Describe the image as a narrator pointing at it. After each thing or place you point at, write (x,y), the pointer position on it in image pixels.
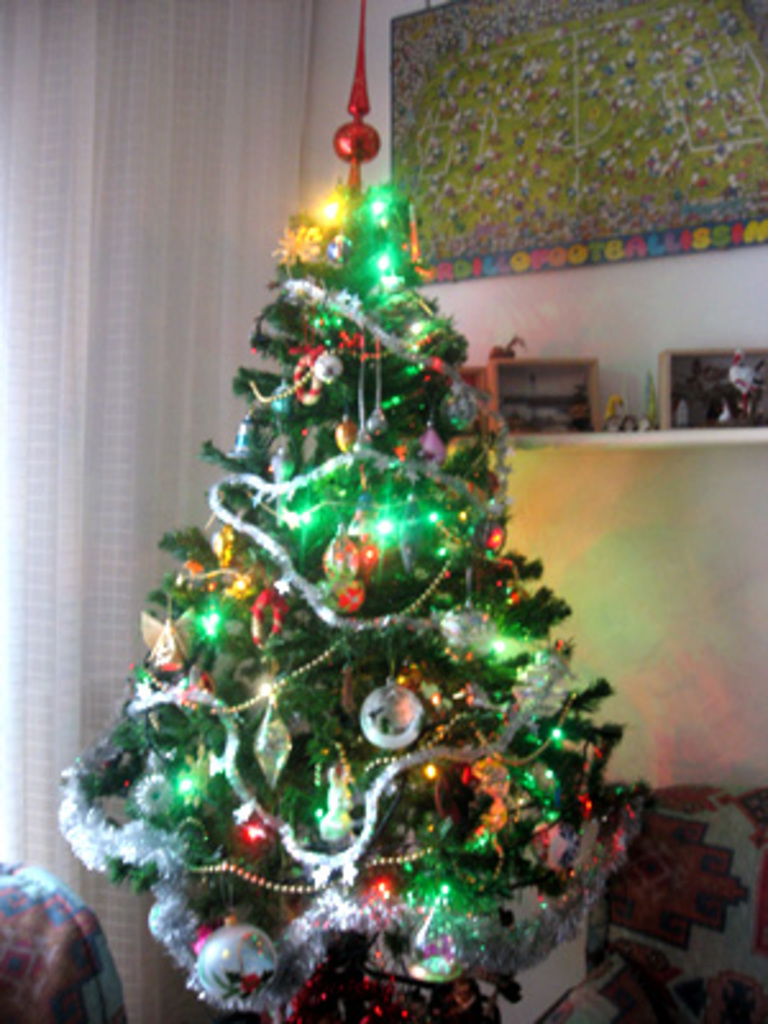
In this image there is a Christmas tree (269,861). There are many decorative things (286,840) on the Christmas tree (374,668). To the left (111,653) there is a curtain (111,653) to the wall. Behind the tree (304,621) there is a rack (623,439) to the wall (596,448). There are few objects (544,392) on the rack (666,433). There is a frame (559,163) on the wall (669,293).
